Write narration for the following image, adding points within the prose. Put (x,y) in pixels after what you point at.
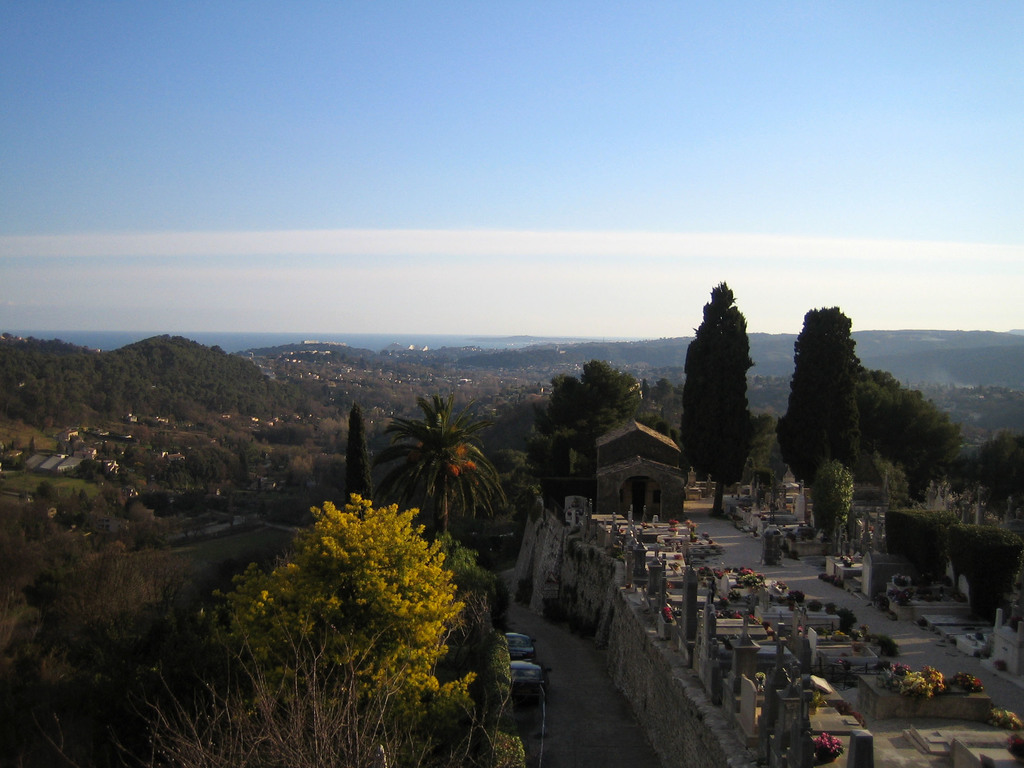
On the right side of the image (787,594) there are graves (782,664). On the graves (826,713) there are flowers (843,710). And also there are trees (815,443) and there is a room (632,480) with walls (657,483) and roofs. Beside that there cars (527,652) on the road (566,669). And in the image there are many trees (210,441) and also there are hills (513,354). At the top of the image (417,177) there is sky (510,142).
